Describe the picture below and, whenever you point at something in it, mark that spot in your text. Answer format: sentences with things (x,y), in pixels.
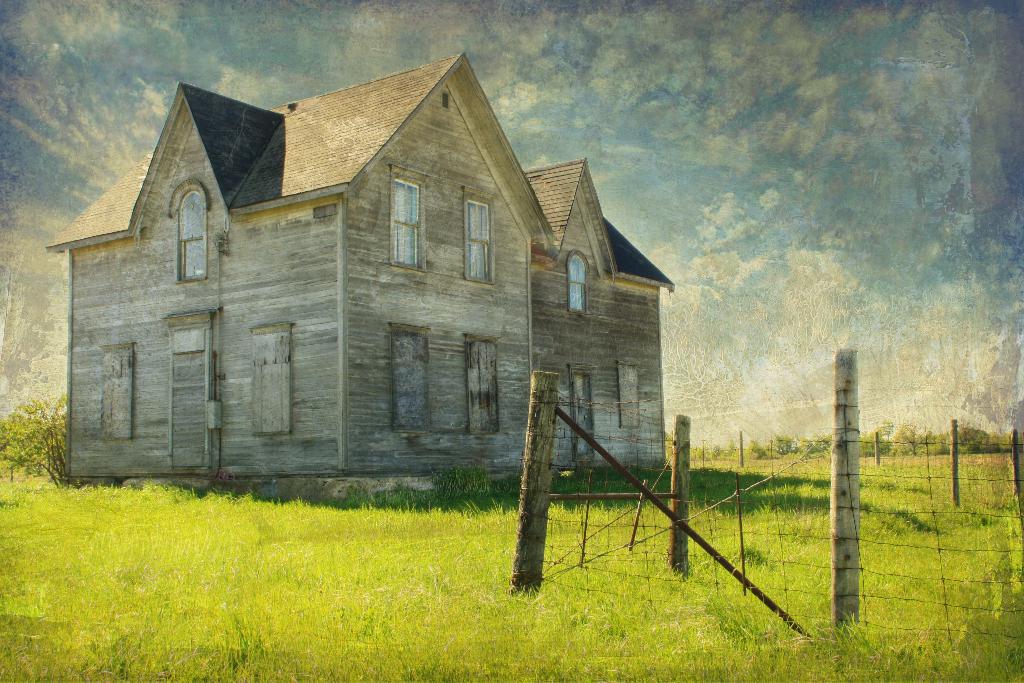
In this image, we can see a house (391,333) with walls (359,410) and windows (491,386). At the bottom (400,587), we can see grass (401,629). here we can see a fencing (980,627) and trees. Background (255,35) there is a sky (1009,250).
